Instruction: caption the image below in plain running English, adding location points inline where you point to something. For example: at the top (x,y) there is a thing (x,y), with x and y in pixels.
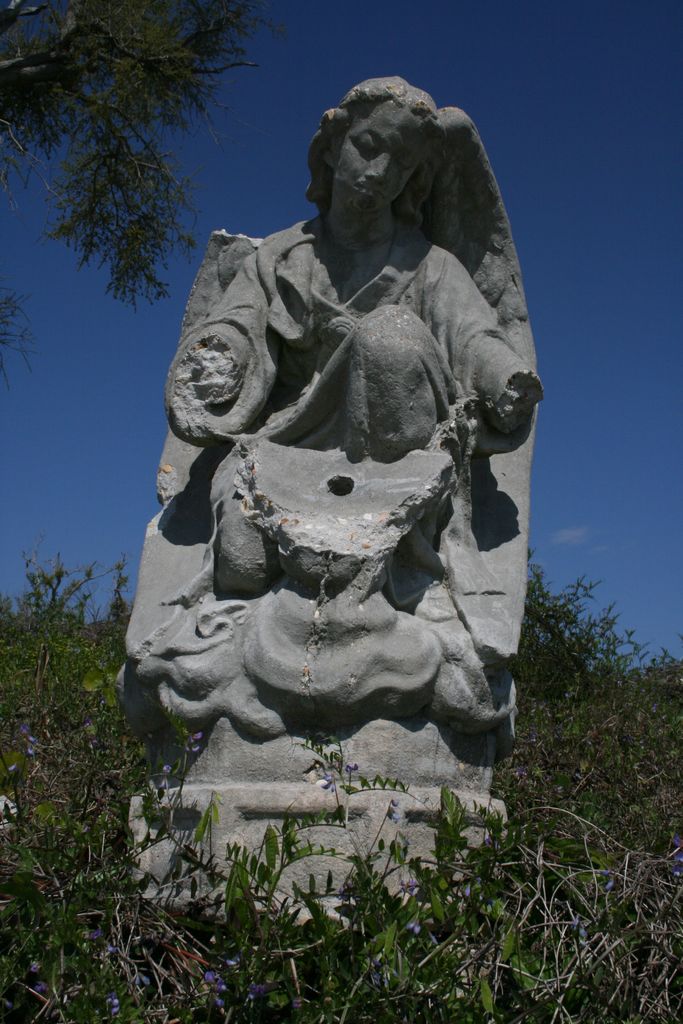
In the image there is a sculpture (294,591) and around the sculpture (367,742) there are many plants (35,846) and on the left side (114,112) there is a tree (107,139).
